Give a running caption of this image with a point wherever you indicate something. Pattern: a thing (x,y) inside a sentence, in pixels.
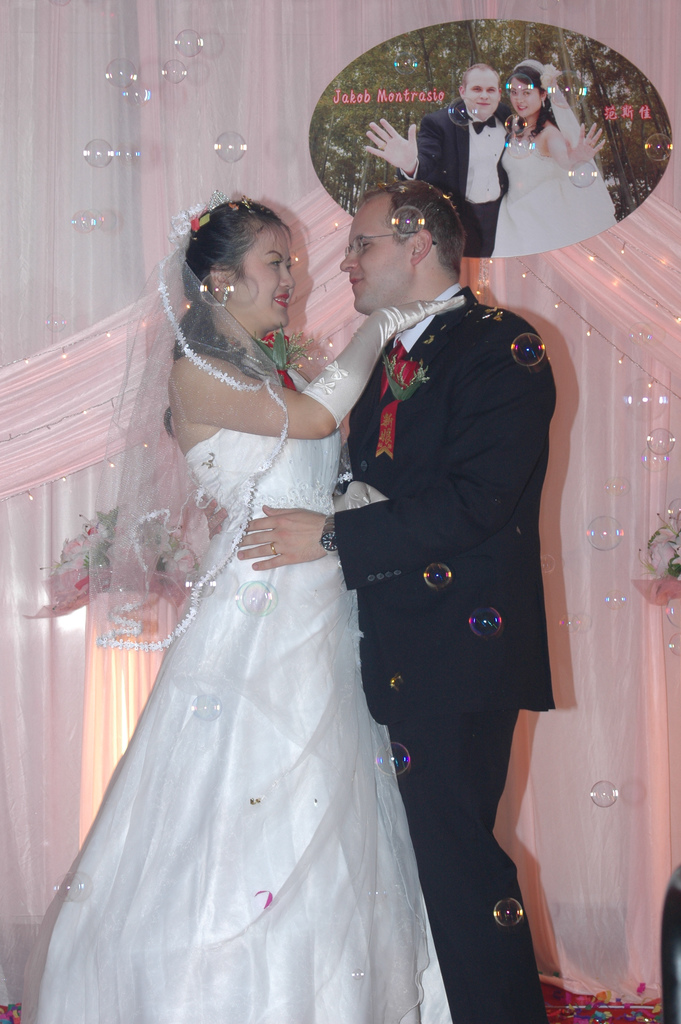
In this picture there is a man (473,955) who is wearing suit (452,354), watch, spectacles (357,239) and trouser (443,820). He is hugging to this woman (229,594). She is wearing white dress (208,693). On the back (521,284) we can see white cloth (291,56). Here we can see some bubbles (170,70). On the top right corner (658,174) we can see edit image (646,117), in which we can see some trees (374,56), watermarks (633,112) and persons (484,142).
